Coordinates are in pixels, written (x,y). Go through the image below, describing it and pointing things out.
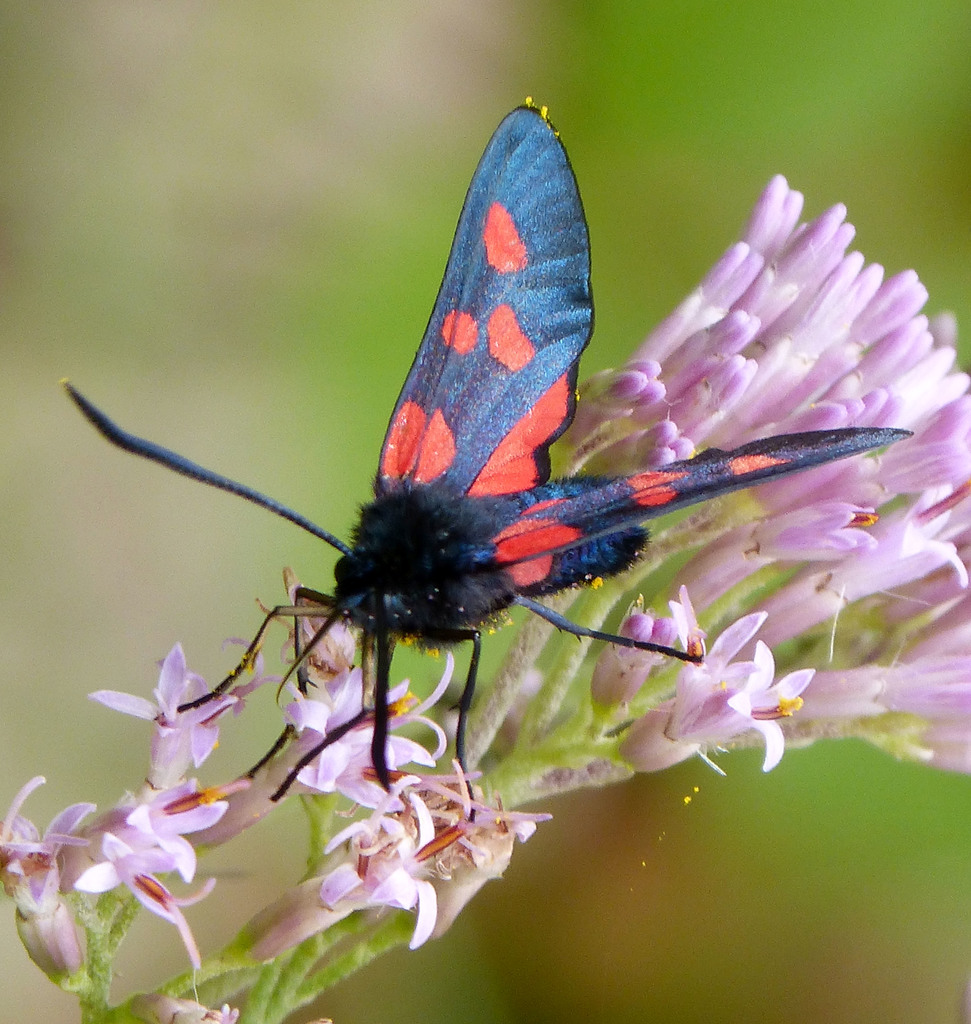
In this picture we can see flowers (429,778), butterfly (384,671) and in the background (760,771) we can see it is blurry.
